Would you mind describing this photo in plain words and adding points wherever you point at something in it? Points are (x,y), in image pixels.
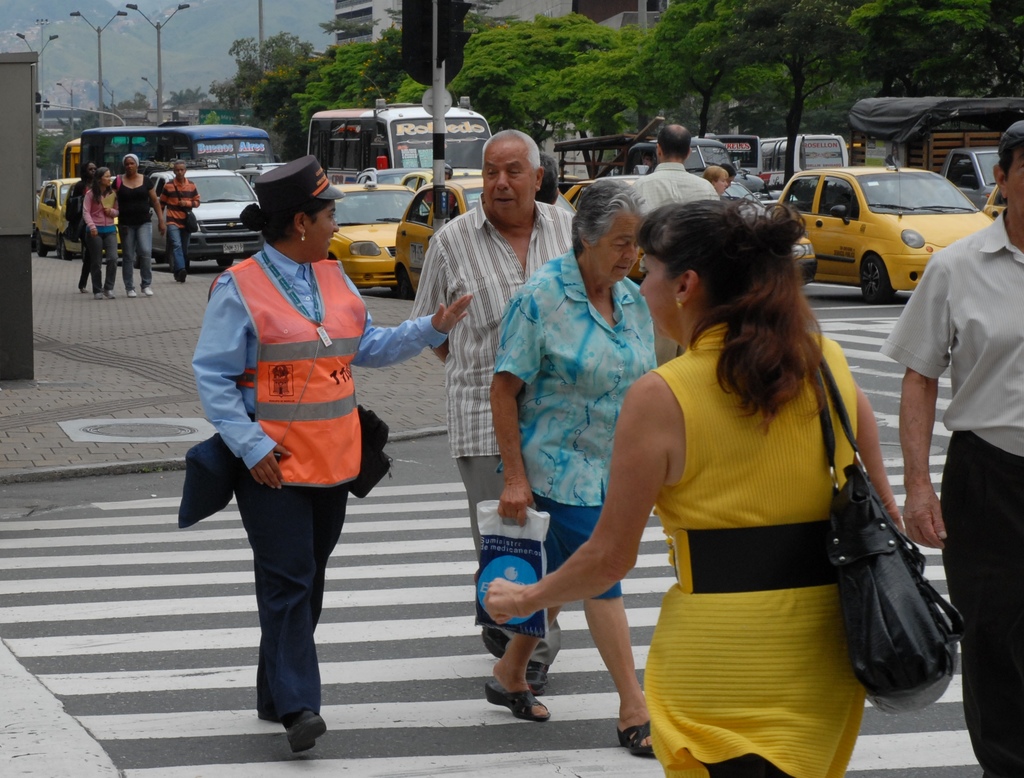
In this image we can see many vehicles (862,205). There are many trees (530,89) in the image. There are few street lights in the image. We can see few buildings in the image. There is an object (25,263) at the left side of the image (11,264). We can see few people (516,417) walking on the road (445,465) and few people (640,536) carrying some objects (509,535) in their hands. We can see few people (136,215) walking on the footpath (177,291) at the left side of the image (164,234).
